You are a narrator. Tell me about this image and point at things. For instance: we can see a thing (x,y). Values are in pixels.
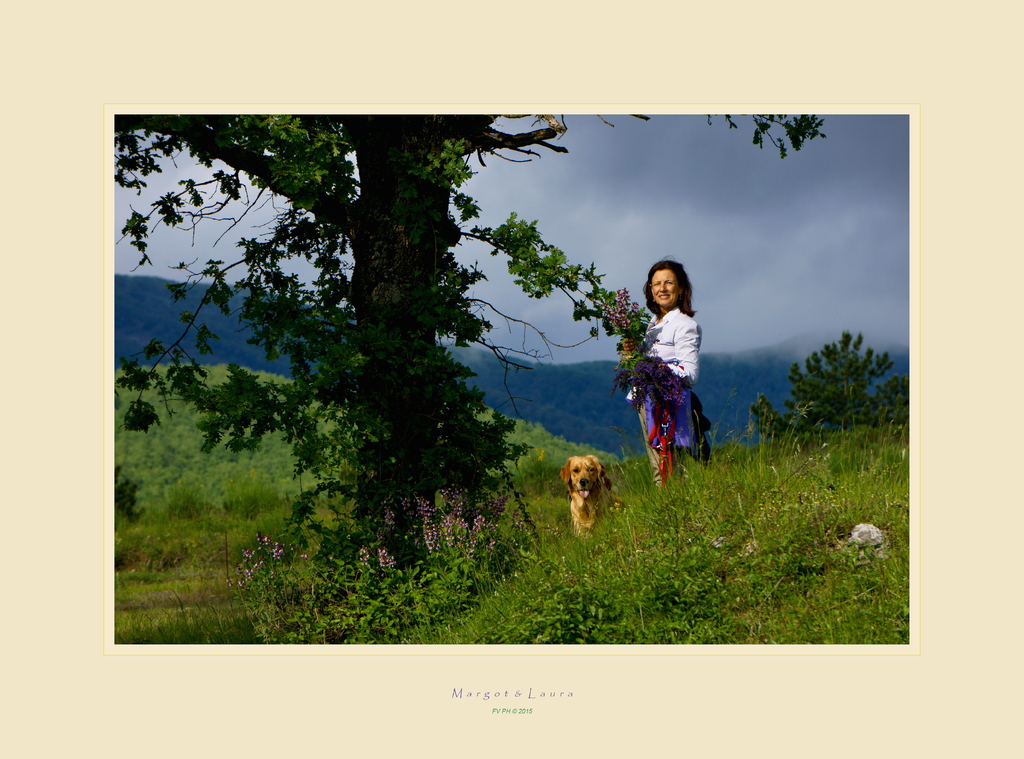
This is an edited image with the borders (58,133). In the foreground (656,571) we can see the green grass (647,570), tree (360,391) and some objects (440,540) seems to be the flowers (387,564) and we can see a dog (589,513) and a person (672,321) holding some objects (672,376) and standing. In the background (713,213) we can see the sky (642,243), hills (576,396), grass (885,432) and plants (840,388) and some other objects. At the bottom (485,690) we can see the text (528,691) on the image.
